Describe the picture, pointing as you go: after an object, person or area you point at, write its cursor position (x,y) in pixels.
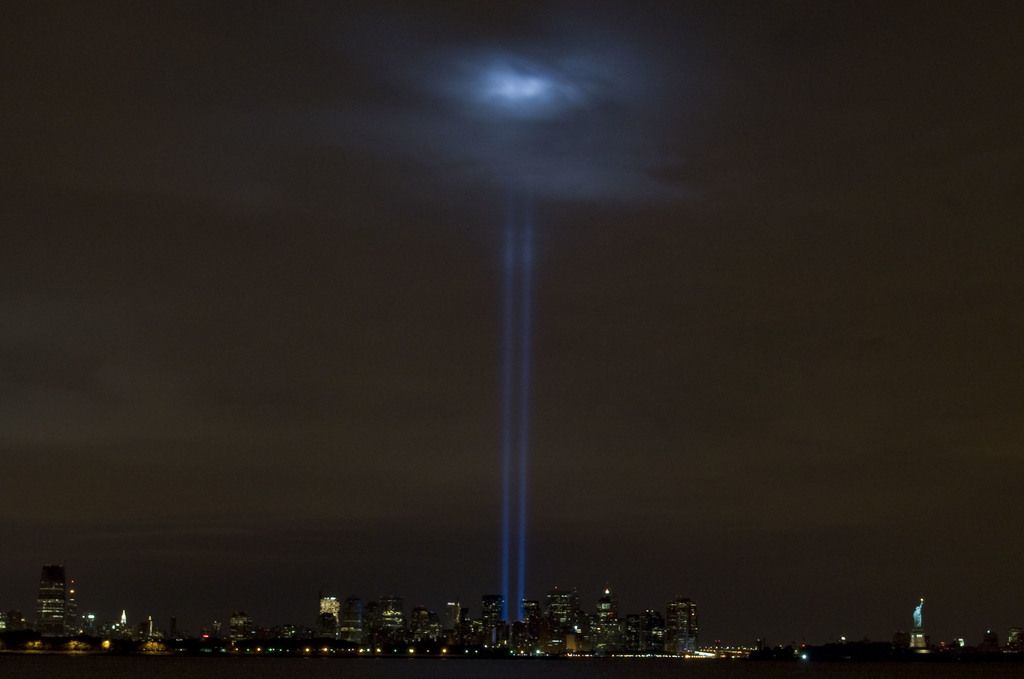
In this image we can see the buildings (597,629) and lights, beside that we can see the statue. And at the top (620,215) we can see the sky (955,618).
